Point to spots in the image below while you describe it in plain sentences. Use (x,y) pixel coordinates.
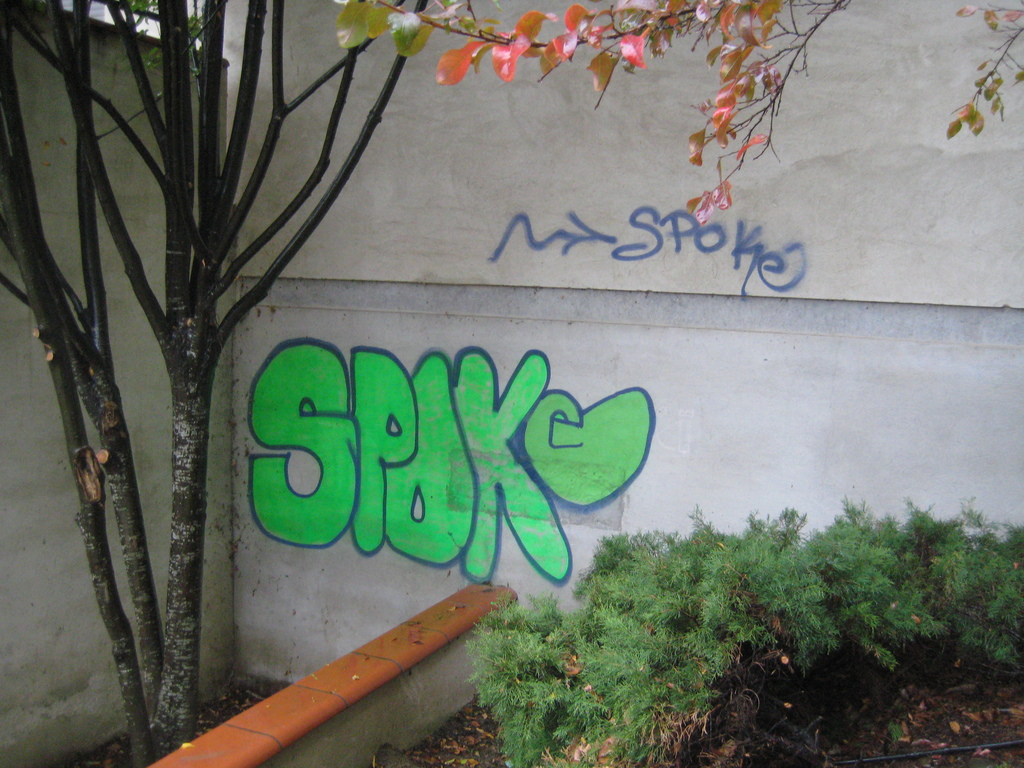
In the foreground of this image (826,584), there are plants (752,561), painting (343,448) on the wall (766,314), few leaves (574,42) to the stems (701,39) at the top (651,17) and a tree (187,243) on the left (191,515). It seems like there is a tiny wall (314,736) at the bottom (309,717).
